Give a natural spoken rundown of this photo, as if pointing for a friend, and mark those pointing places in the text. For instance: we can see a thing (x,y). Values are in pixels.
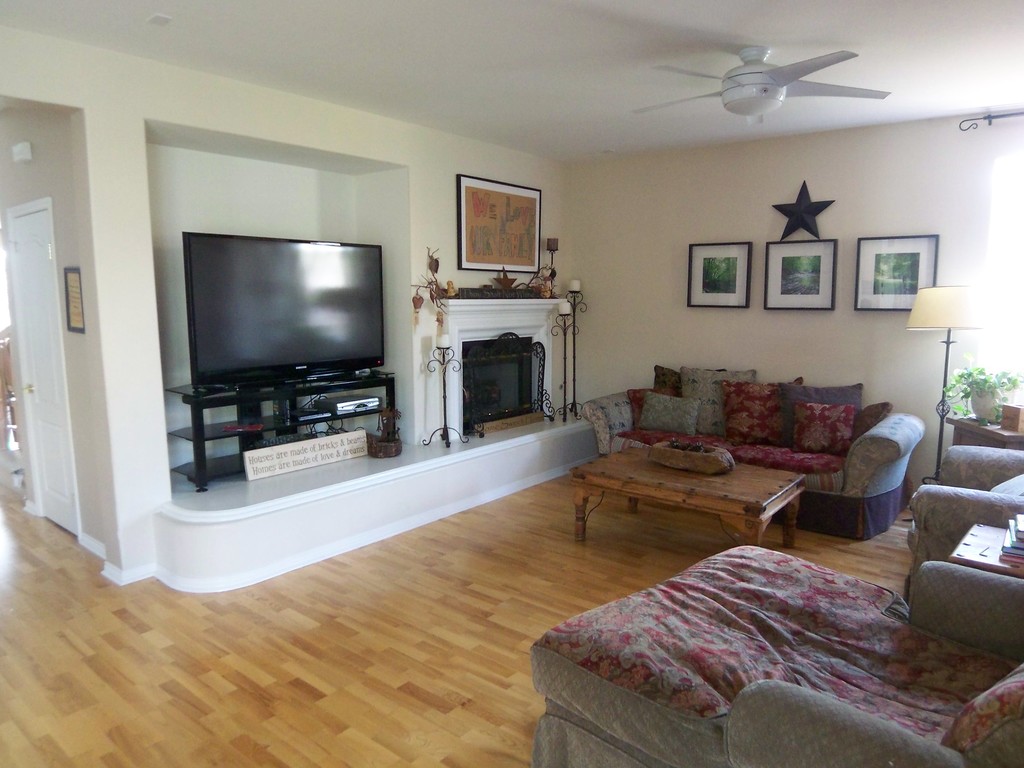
In this picture we can see a room (897,570) with sofa (810,454) pillows (701,394) on it and table (743,467) and in the background (819,158) we can see wall (736,219) with frames (784,291) here television (331,267) on table (245,443) and beside to this we have a door (51,325) and on right side (923,317) we can see lamp (949,346), flower pot (991,391) with plant (973,379) in it and placed on a table (989,445) along with books (1016,560).
